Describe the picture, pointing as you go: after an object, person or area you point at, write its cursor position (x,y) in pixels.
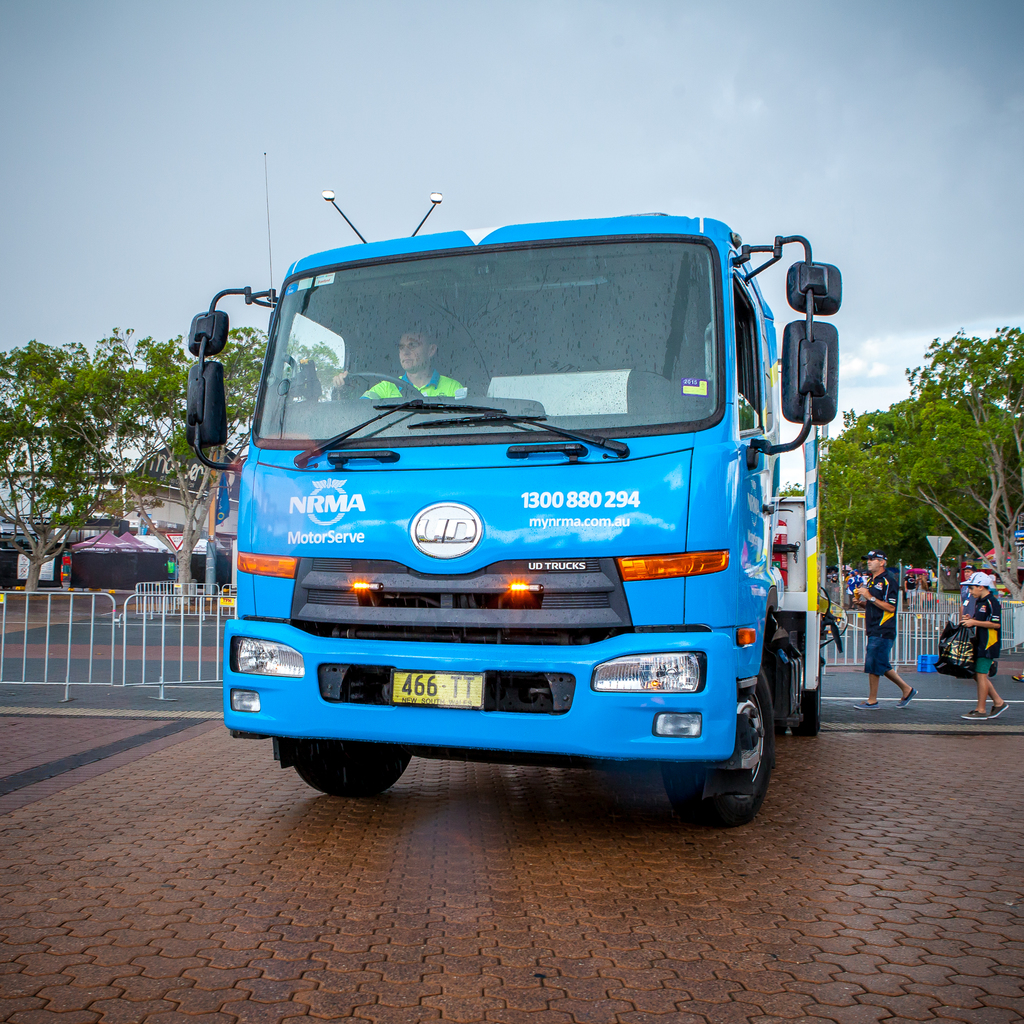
In this picture there is a man (435,398) who is sitting inside the truck (485,440). On the right (879,621) I can see some peoples (992,621) wearing the black dress (881,582) and walking on the road (889,690). On the left (152,607) there is a fencing (46,638) near to the road (99,690). In the background (908,507) I can see many trees (910,494), poles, shed (121,553) and buildings (127,520). At the top (519,29) I can see the sky (525,126) and clouds (491,128).
